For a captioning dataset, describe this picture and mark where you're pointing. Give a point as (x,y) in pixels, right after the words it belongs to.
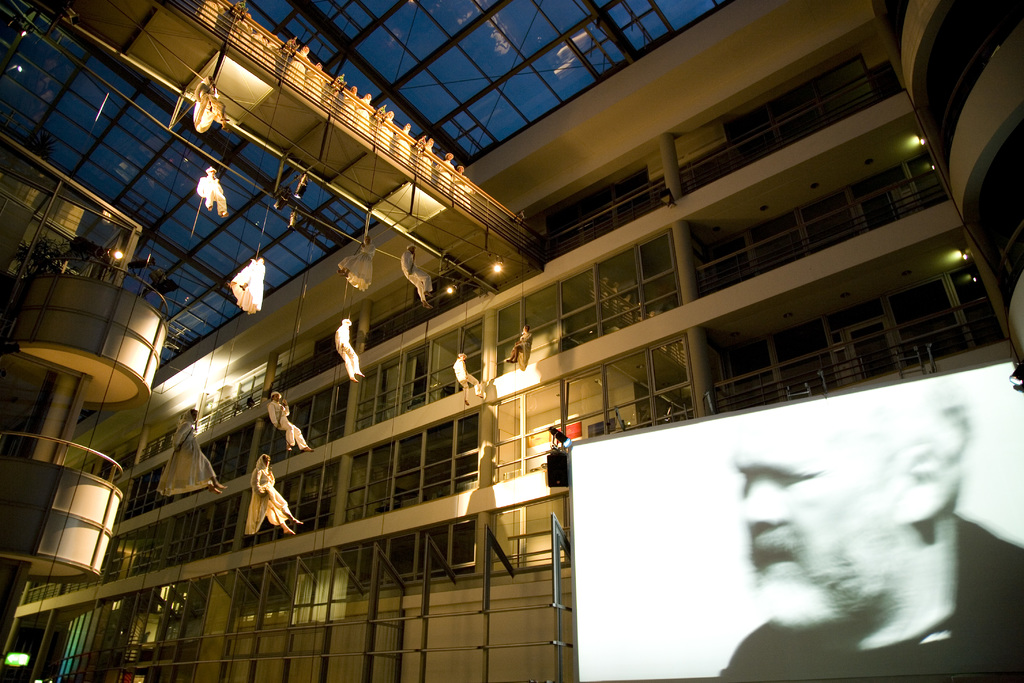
On the right (866,391) we can see a television screen (607,439). In the center of the picture (517,352) we can see people (265,457) hanging through ropes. In the background (493,227) we can see iron frames (360,465), staircase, bridge (351,132), people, wall (541,223) and various objects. At the top (423,51) we can see ceiling (522,58).
